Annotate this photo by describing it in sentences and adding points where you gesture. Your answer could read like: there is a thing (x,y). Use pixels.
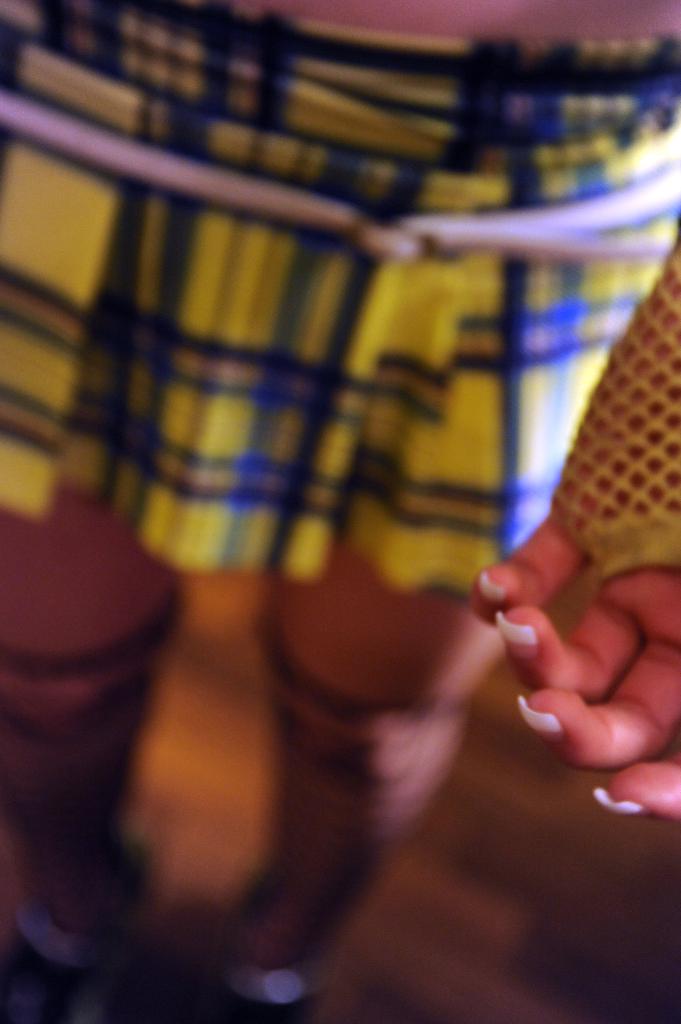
In this image, I can see the legs (95,750) and a hand (522,629) of a person (528,652).
